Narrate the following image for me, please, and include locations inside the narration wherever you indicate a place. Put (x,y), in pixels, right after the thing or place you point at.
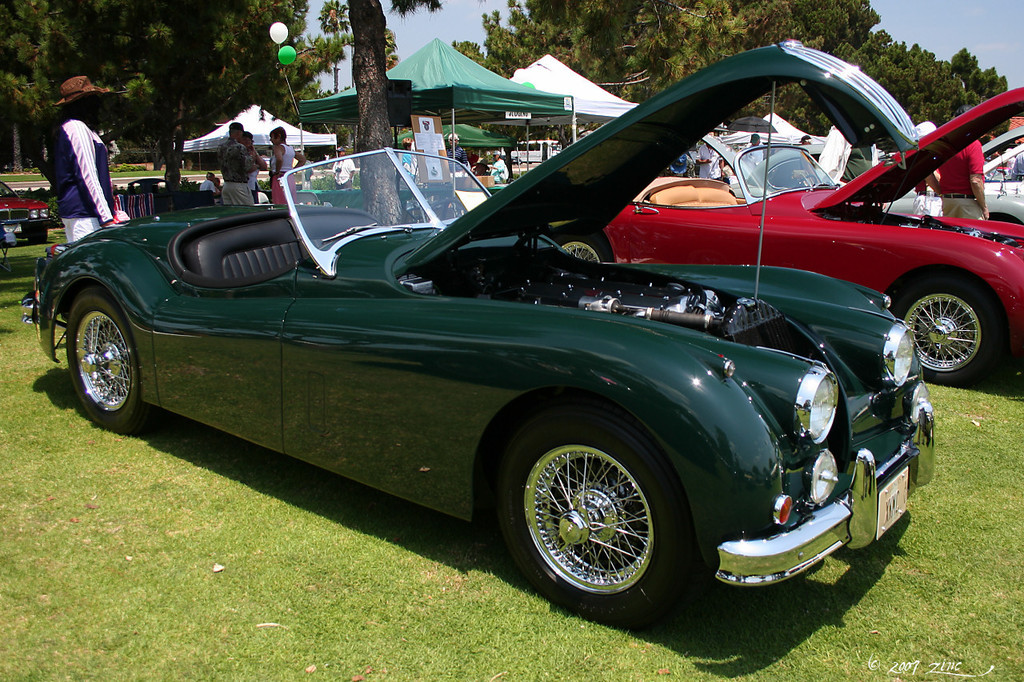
In the center of the image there are cars (751,579). In the background of the image (586,68) there are trees (370,65). There are tents (454,83). At the bottom of the image (172,558) there is grass (482,614).
